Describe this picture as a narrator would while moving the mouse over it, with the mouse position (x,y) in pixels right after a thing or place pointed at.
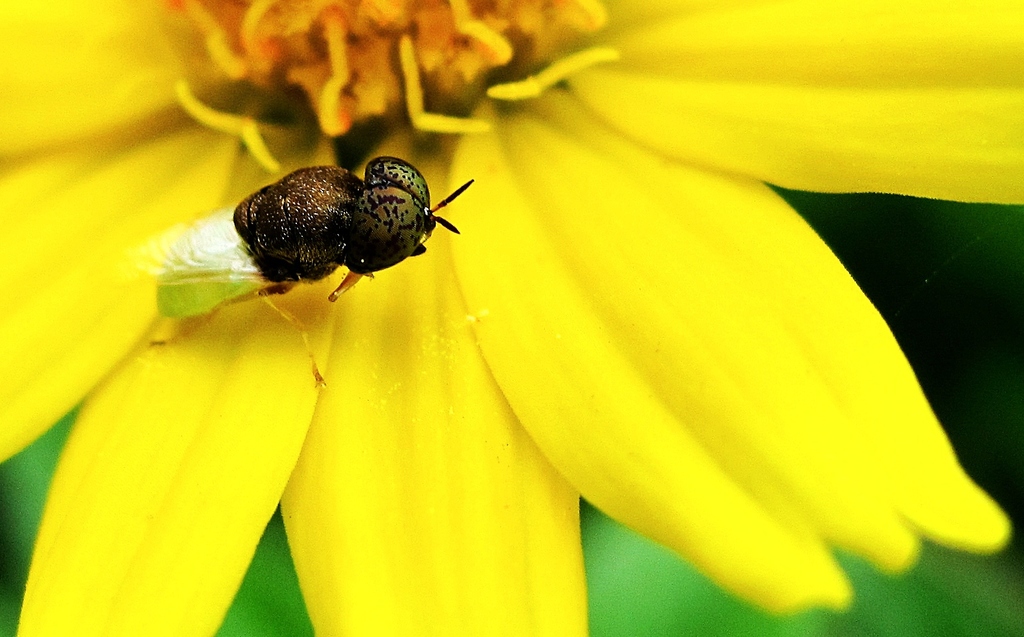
We can see insect (229,249) on yellow flower (321,317). In the background (984,264) it is blur.
